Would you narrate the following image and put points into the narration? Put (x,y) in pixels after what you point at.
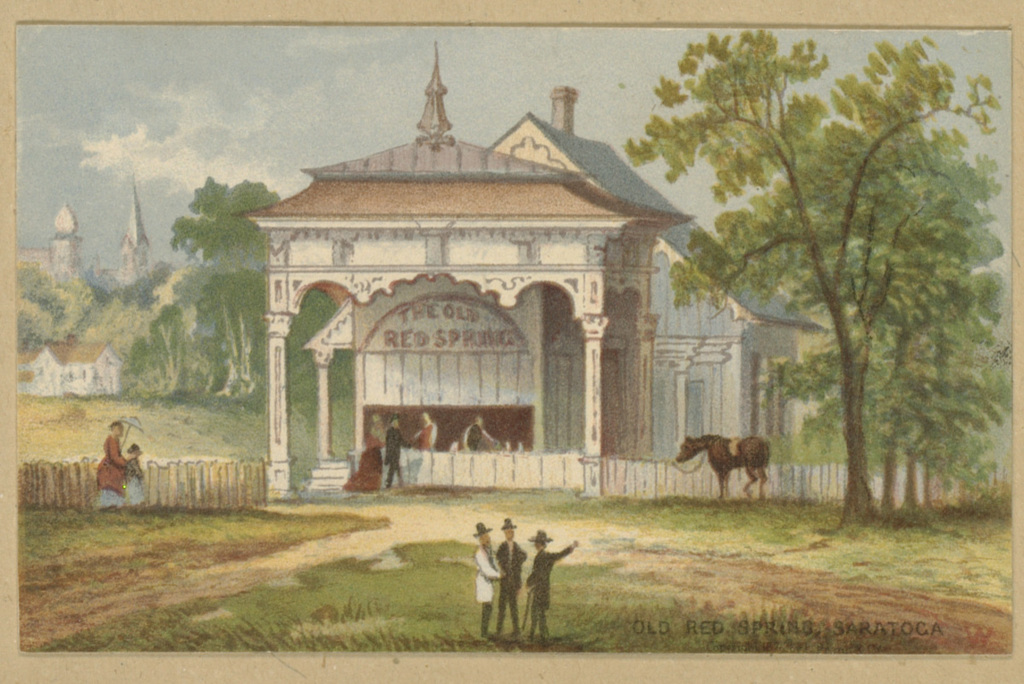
In the center of the image (387,328) we can see the painting (379,373), in which we can see the sky (268,74), clouds (228,106), trees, buildings (412,336), grass (159,529), some text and one animal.
